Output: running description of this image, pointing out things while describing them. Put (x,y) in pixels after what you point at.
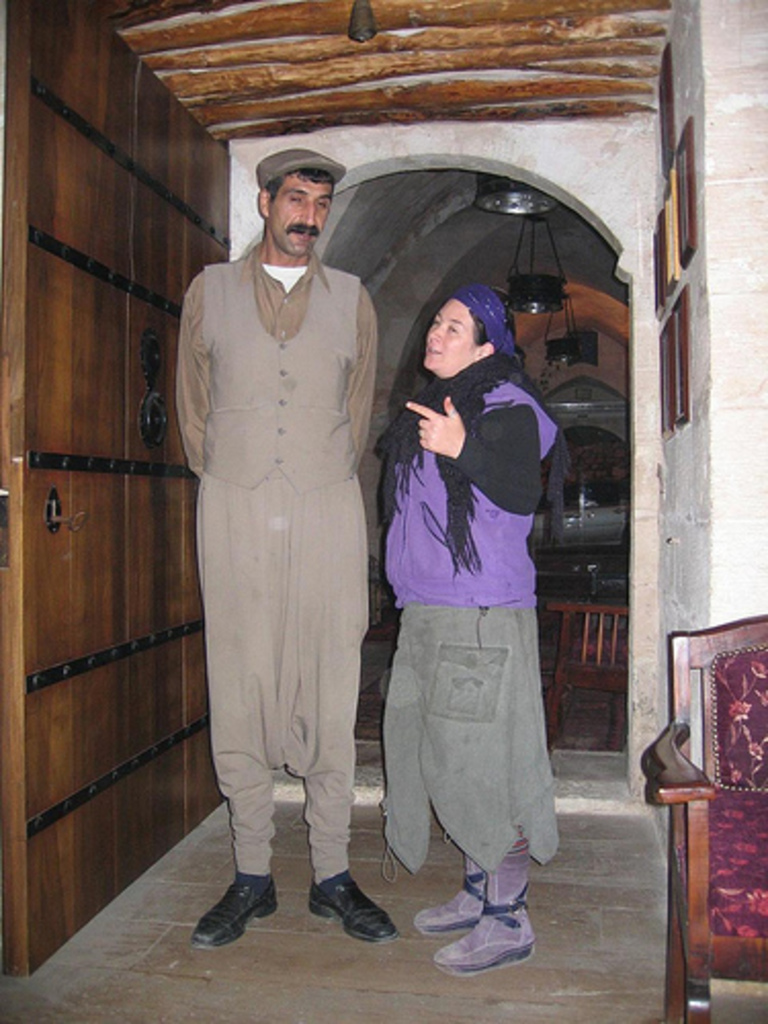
In this image I can see two people (321,607) with different color dresses (309,622). To the right (667,378) I can see the boards (679,426) to the wall (733,465) and the chair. To the left (139,559) I can see the wooden object (64,578). In the background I can few objects (565,352) hanged.
